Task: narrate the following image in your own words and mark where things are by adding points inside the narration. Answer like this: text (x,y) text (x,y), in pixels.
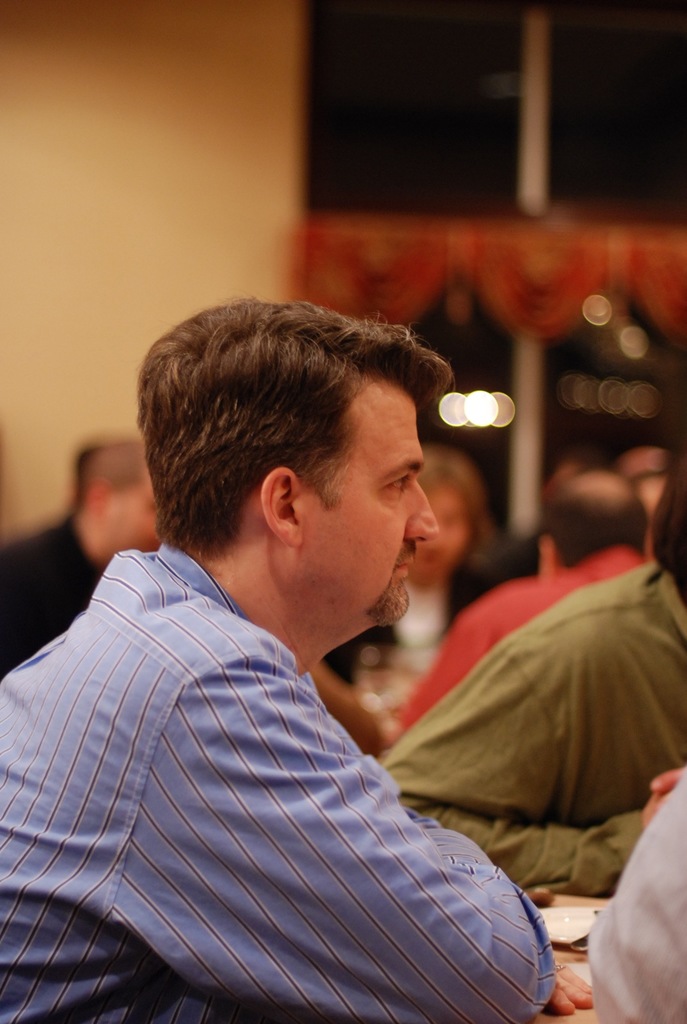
In this picture I can observe a man (190,659) sitting in the chair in front of a table (572,952). There are some people (490,602) in the background (129,545) sitting in their chairs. The man (180,688) is wearing violet color shirt (161,685). In the background (137,211) I can observe a wall (72,221).
